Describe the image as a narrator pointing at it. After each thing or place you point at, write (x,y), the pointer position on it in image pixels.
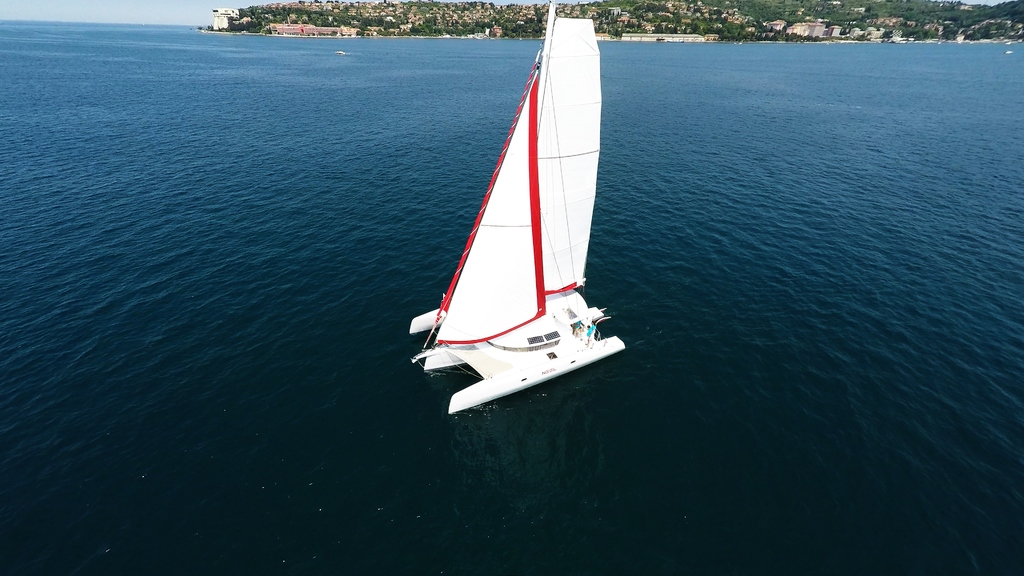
In this image we can see a boat (517,242) on the sea (808,234). In the background (700,11) there are buildings (441,23), trees (495,20) and sky (107,10).
